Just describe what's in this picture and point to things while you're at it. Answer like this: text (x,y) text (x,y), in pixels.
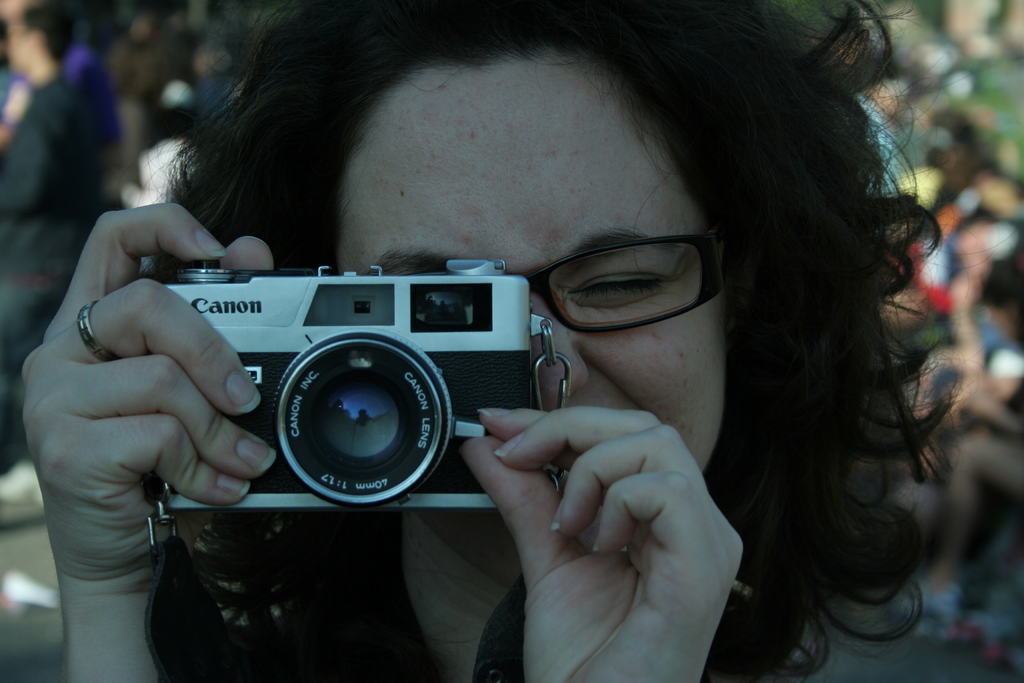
In this image I can see a woman (557,497) holding a camera (189,509). She is wearing spectacles (631,300). In the background (957,307) I can see few people (939,386).
